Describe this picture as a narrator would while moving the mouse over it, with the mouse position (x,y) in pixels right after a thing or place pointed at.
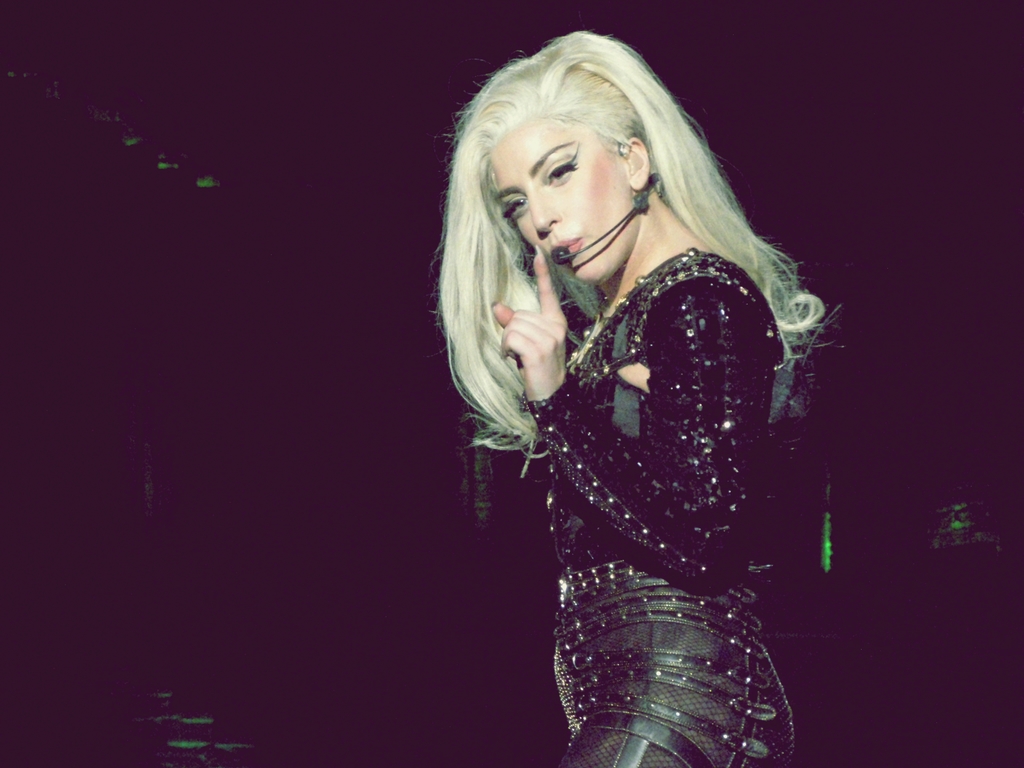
In this image, we can see a woman (687,262) standing and there is a dark background (325,55).
